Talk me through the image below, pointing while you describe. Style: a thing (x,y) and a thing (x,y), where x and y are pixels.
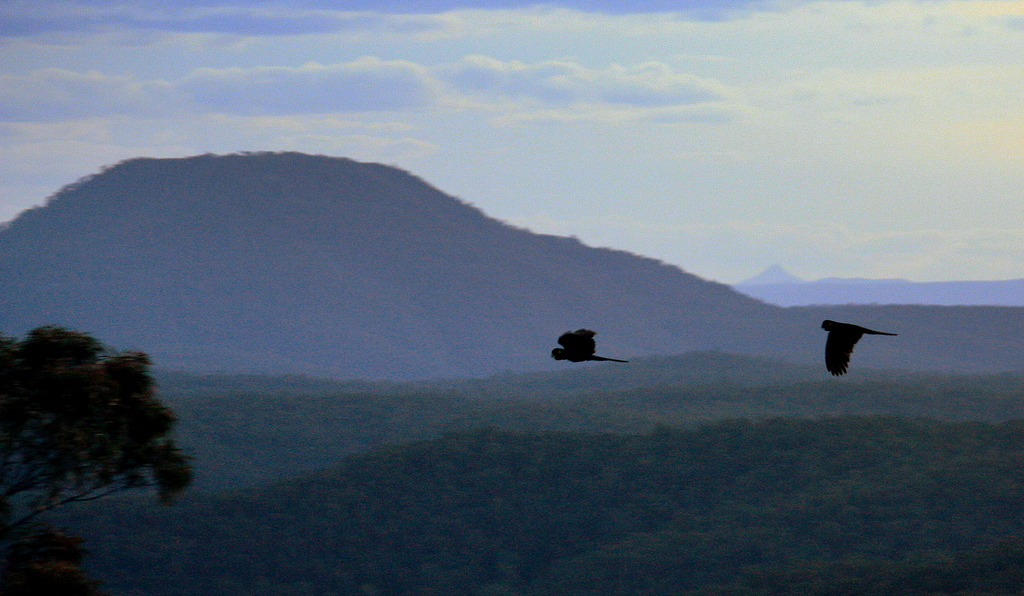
In this image we can see the mountains (920,487), some trees (898,447) on the ground (869,370), two birds (570,336) are flying and at the top (394,50) there is the cloudy sky (536,213).
